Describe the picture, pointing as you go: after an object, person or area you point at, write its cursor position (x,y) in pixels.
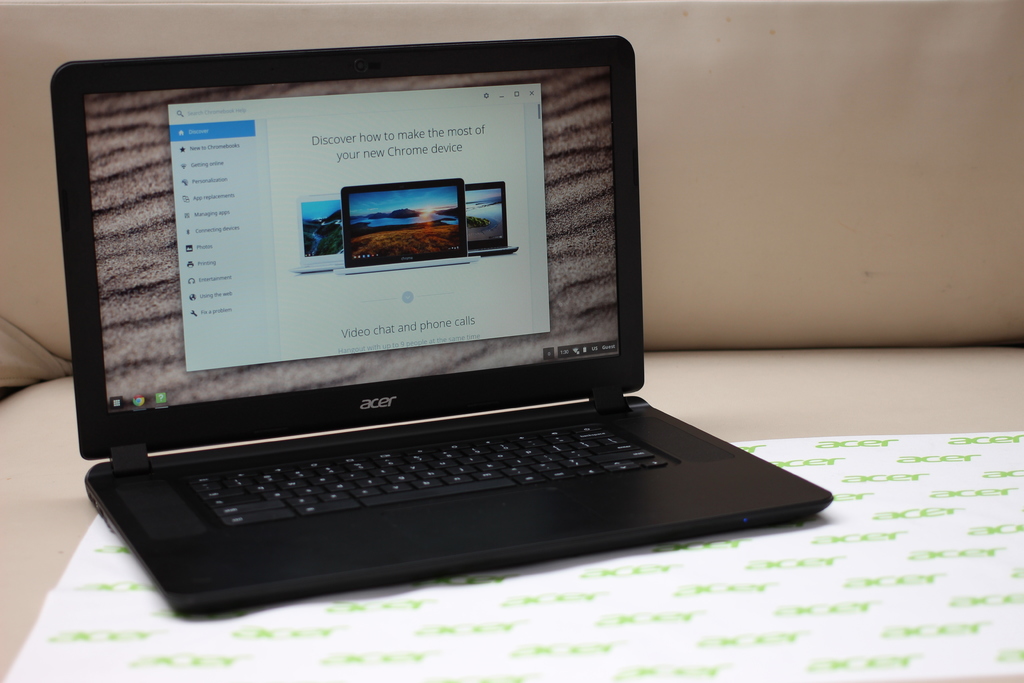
In the image we can see a laptop (378,378), screen (377,343) and key buttons (450,461). Here we can see the paper (887,648) and text (897,632) on it.
